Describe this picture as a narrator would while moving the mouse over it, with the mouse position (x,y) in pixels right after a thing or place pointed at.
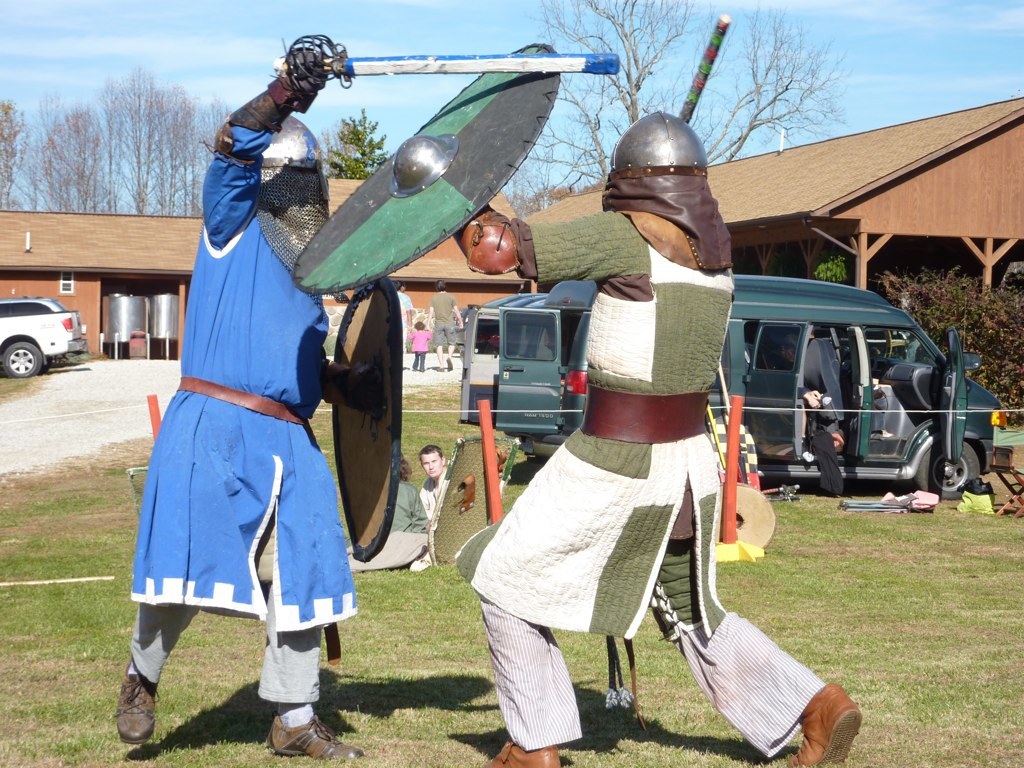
In the picture I can see two men (688,392) wearing helmet (662,171), holding Armour shield (363,202), stick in their hands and fighting, in the background of the picture (786,392) there are some vehicles (800,454) parked, some persons (396,505) sitting and walking, there are houses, trees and top of the picture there is clear sky (13,194).
